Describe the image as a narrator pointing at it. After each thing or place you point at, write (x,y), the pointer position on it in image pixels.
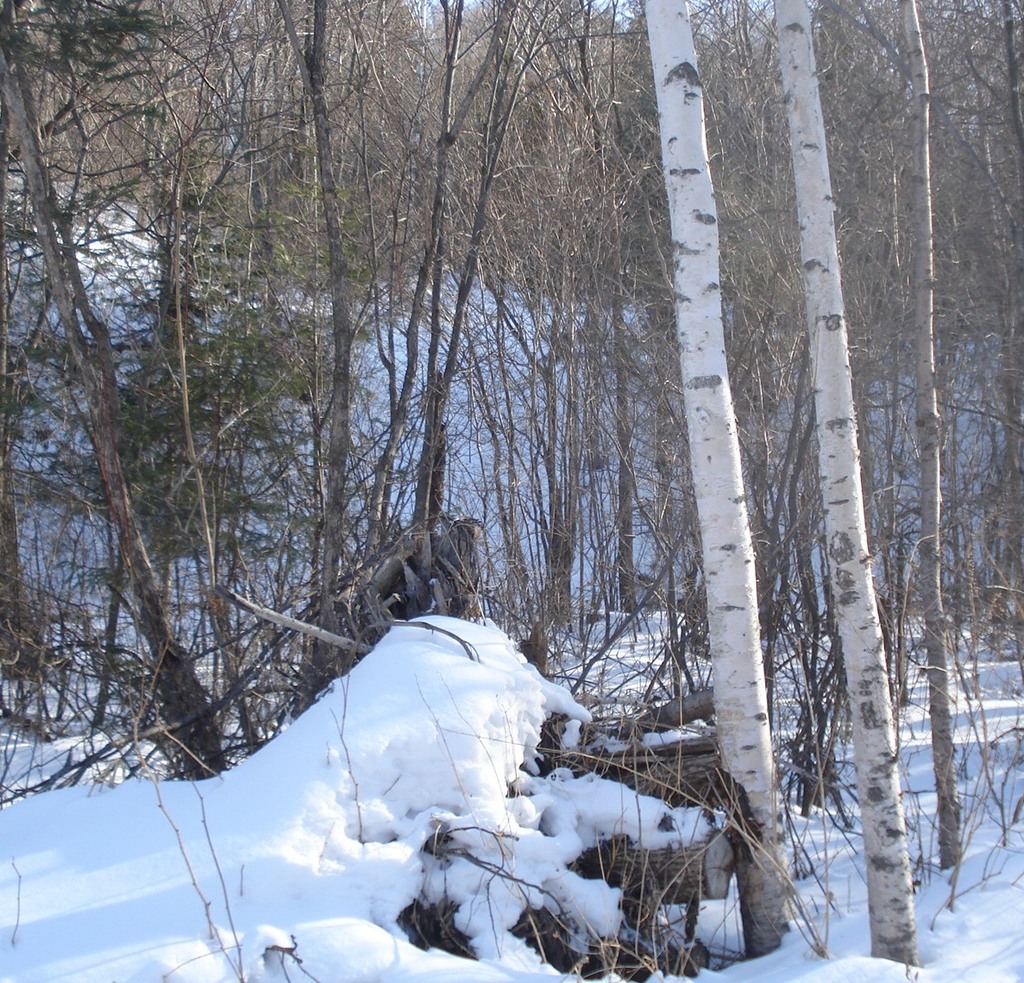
There is snow (354,840) on the ground (497,785). And there are trees (657,359).
